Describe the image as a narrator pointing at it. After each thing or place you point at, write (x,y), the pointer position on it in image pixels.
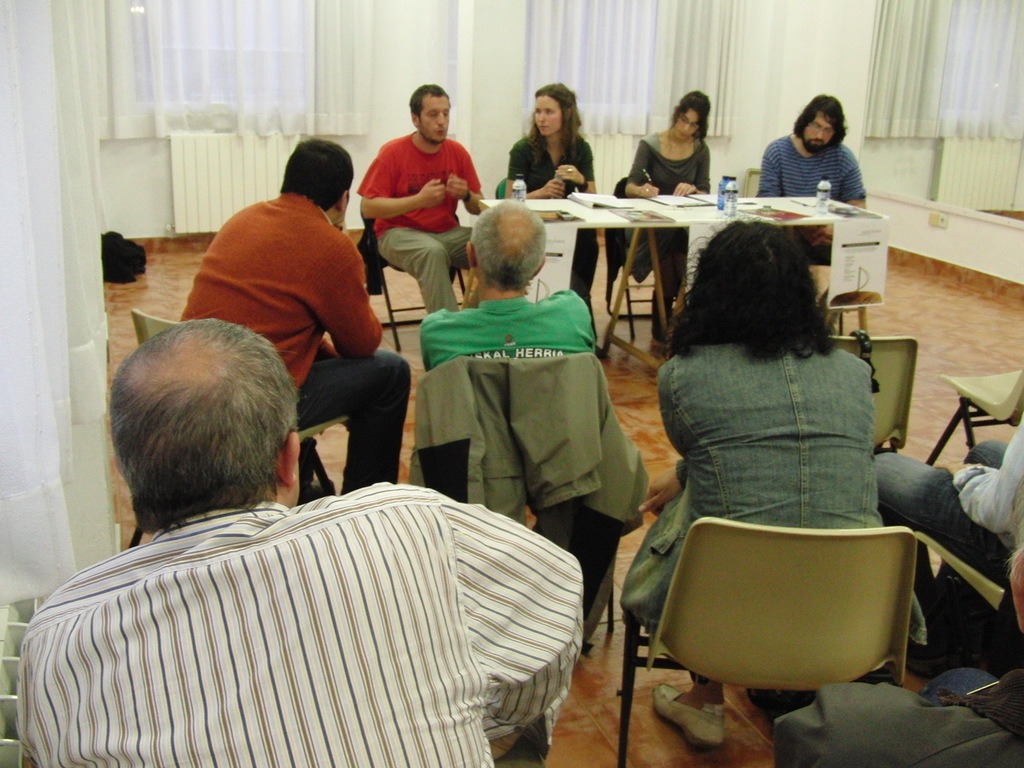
This picture shows how many people (772,431) sitting in front of a table (802,203). There are four members (680,125) sitting on the other side of the table (780,199). On the table (532,202), there are some water bottle (518,194) and some papers (635,220) here. Two of them were women (570,157). In the background (327,74) there are curtains (281,52) and a wall (440,49) here.
